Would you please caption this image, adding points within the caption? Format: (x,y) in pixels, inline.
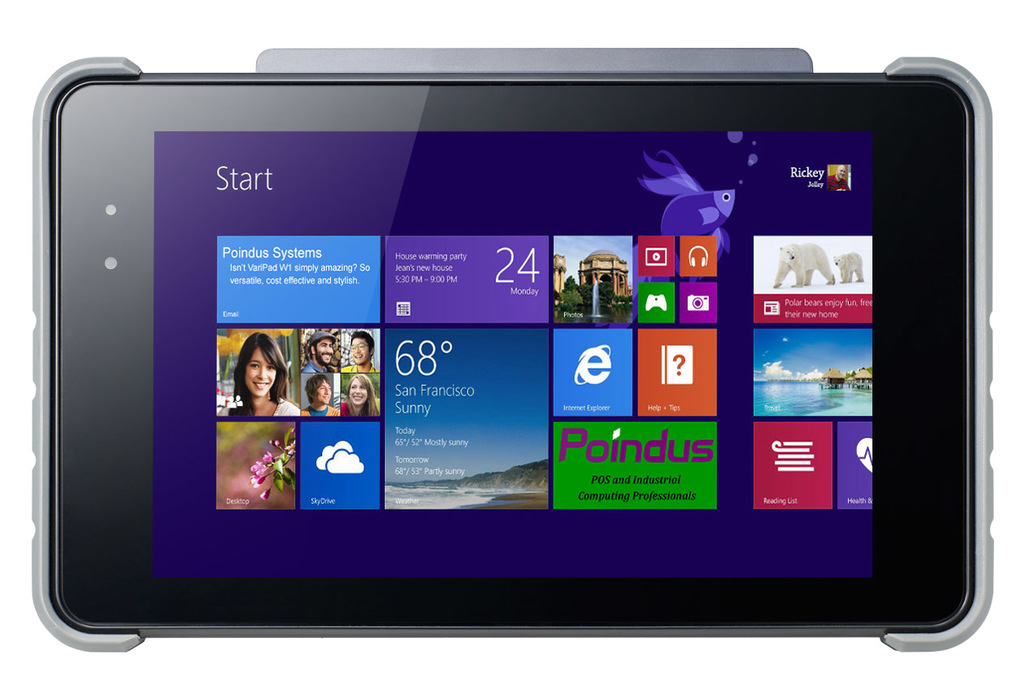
In this image there is a screen (329,384) and on the screen (417,369) there are images (405,380) and there are texts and numbers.
